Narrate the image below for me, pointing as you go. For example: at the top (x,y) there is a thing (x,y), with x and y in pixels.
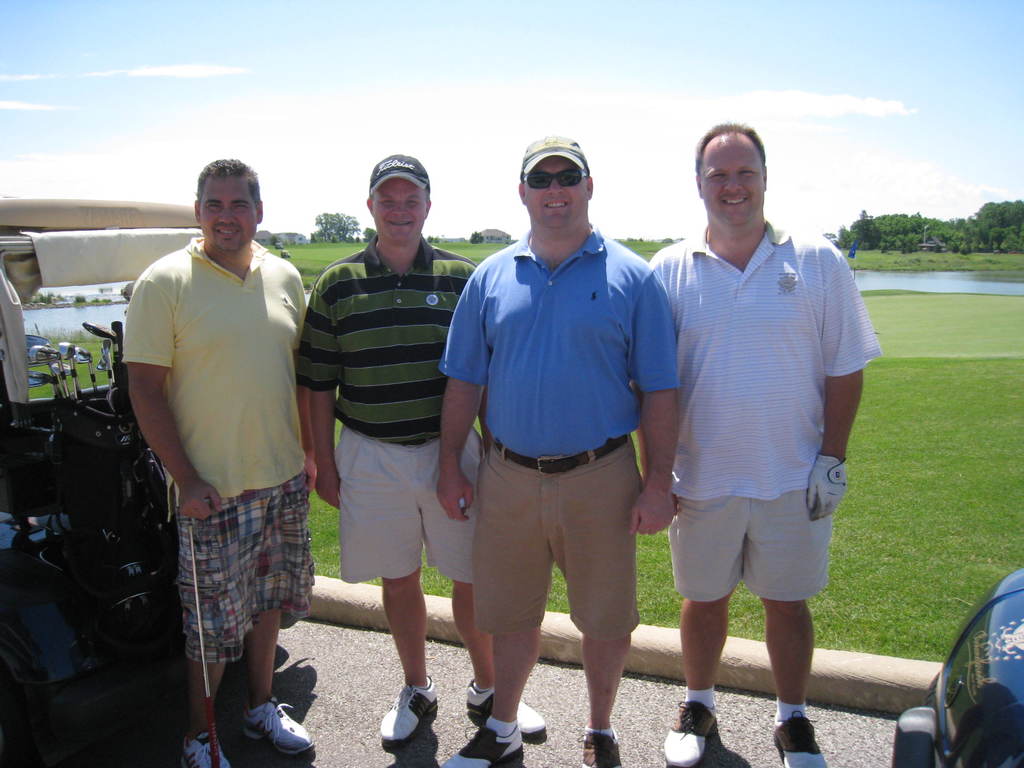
In this image I can see four persons (344,437) standing and I can also see few objects (99,403). In the background (35,316) I can see the water (892,276), few trees (897,232) in green color and the sky (544,71) is in blue and white color.
